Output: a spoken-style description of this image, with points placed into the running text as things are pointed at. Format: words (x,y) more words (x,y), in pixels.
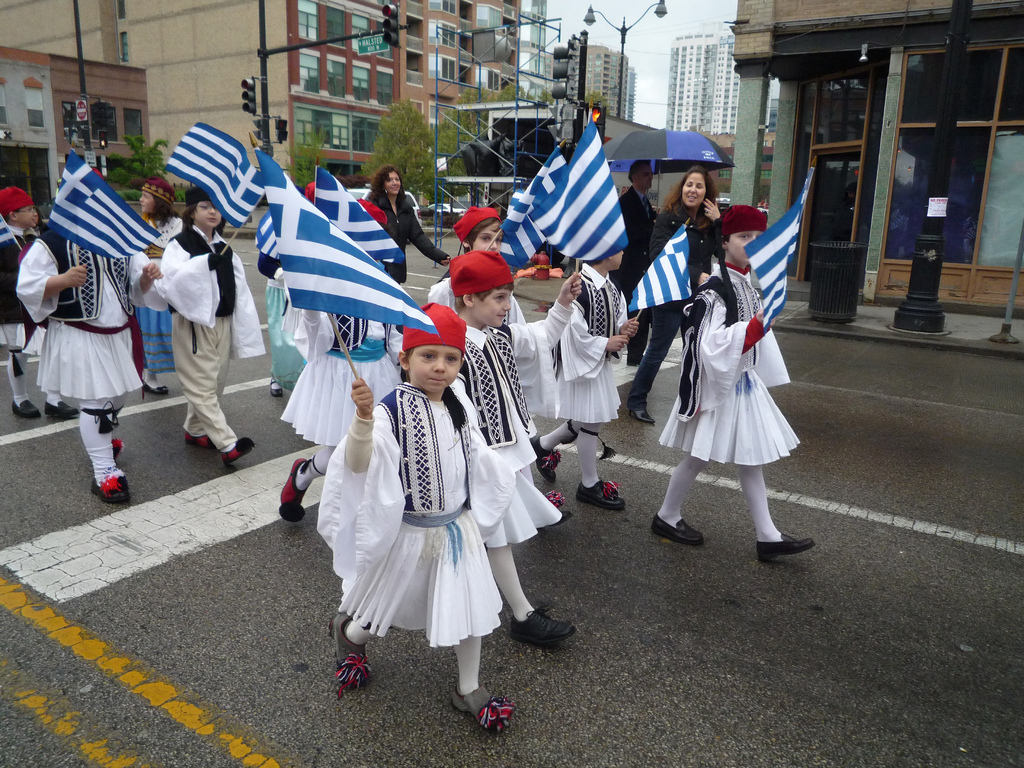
In this image we can see some persons (423,332) walking on the road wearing similar dress (475,361) holding some flags (74,191) in their hands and at the background of the image (463,135) there are some trees (415,128), traffic signals (604,112) and buildings (727,89).
